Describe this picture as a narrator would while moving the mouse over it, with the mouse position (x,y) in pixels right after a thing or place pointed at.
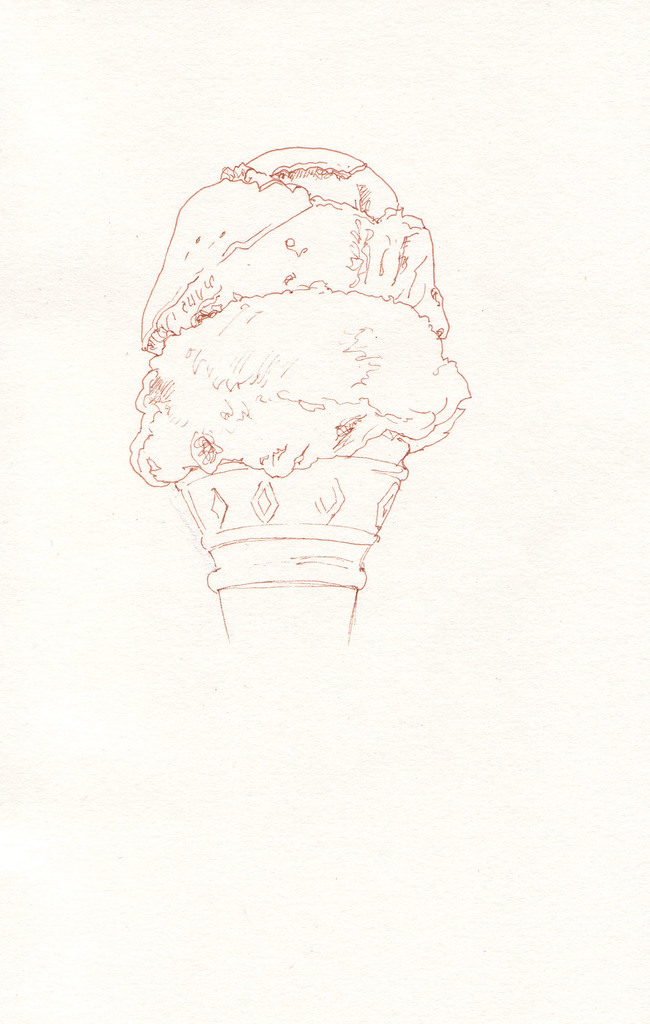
In this image there is an art (208,187) of ice cream (211,198) on the paper (339,558).
